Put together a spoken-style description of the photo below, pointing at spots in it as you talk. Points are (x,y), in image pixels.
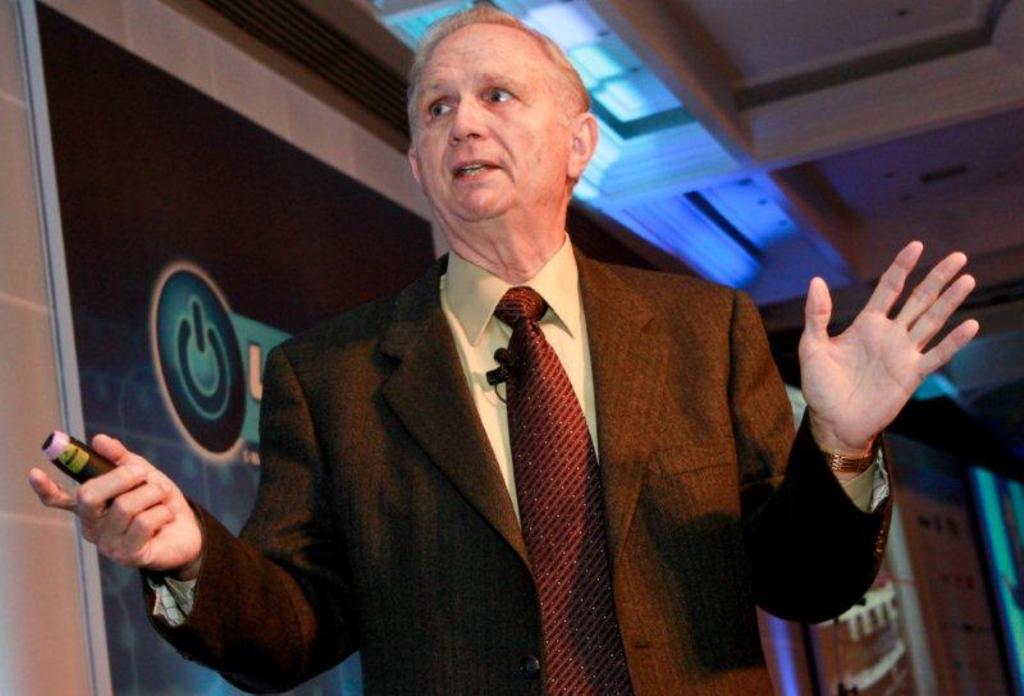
In this image i can see a person (436,406) having a mic (502,363) on his tie (524,389) and holding a object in his hand (74,497). To the left of the person (445,449) there is a wall (209,281) on which some text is presented and the top of the image (670,121) there is a roof (662,162) with lights (606,59).
